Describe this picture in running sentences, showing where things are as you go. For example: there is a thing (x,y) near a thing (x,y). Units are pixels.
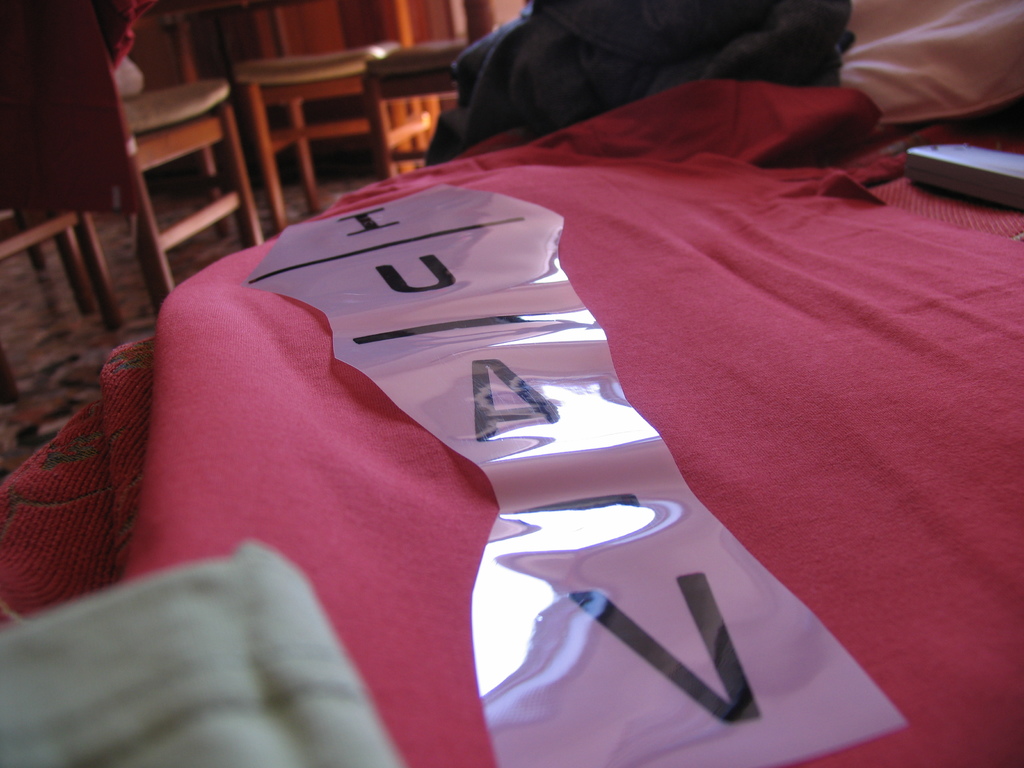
In the picture I can see red color cloth (879,536) and an object (514,520) on it. In the background (176,231) I can see chairs (231,148) and some other objects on the floor (134,265).
